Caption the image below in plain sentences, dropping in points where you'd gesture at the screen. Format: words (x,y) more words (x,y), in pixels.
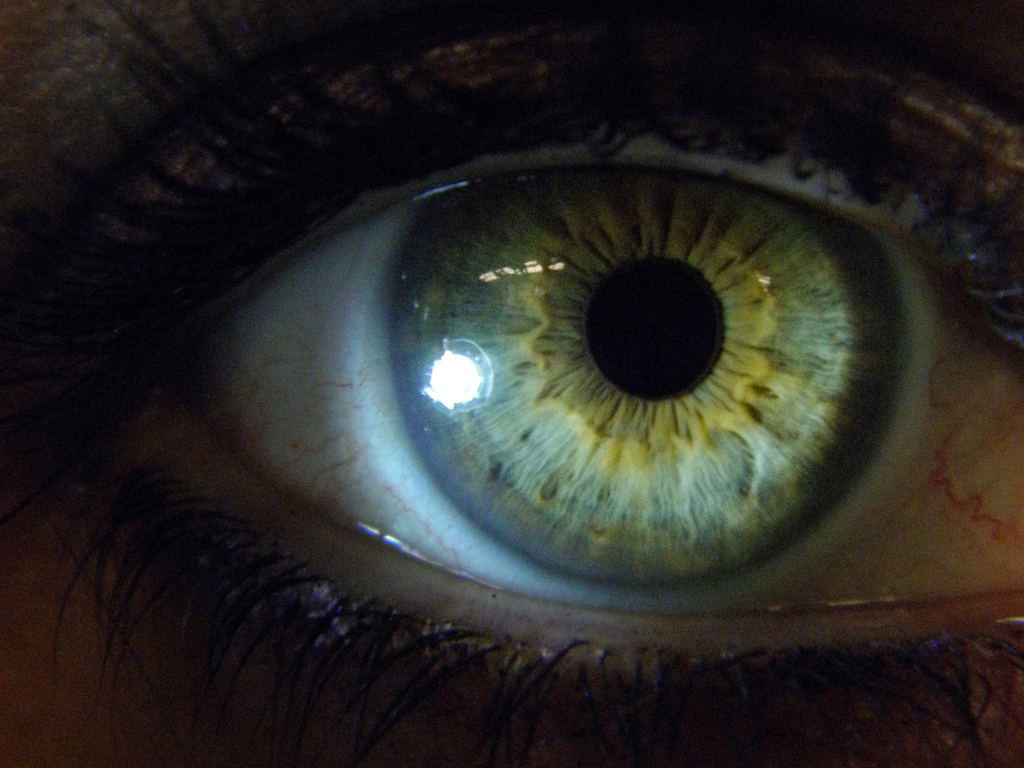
In this picture we can see an eye (365,487) and eyelids (406,586) of a person (416,599).
